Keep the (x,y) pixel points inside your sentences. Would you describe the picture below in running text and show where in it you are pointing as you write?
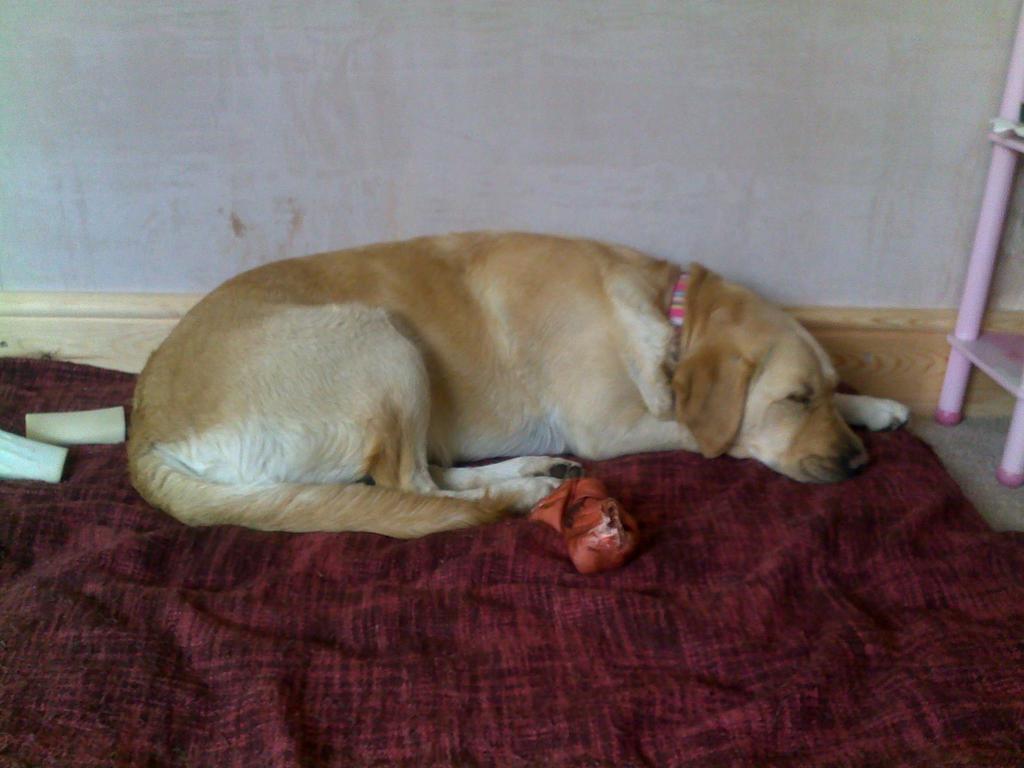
There is a dog (326,316) lying on the floor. On the floor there is a cloth (597,657). Also there is a red color thing (567,503). In the back (699,112) there is a wall (318,170). On the right side (970,260) there is a ladder (963,378).
